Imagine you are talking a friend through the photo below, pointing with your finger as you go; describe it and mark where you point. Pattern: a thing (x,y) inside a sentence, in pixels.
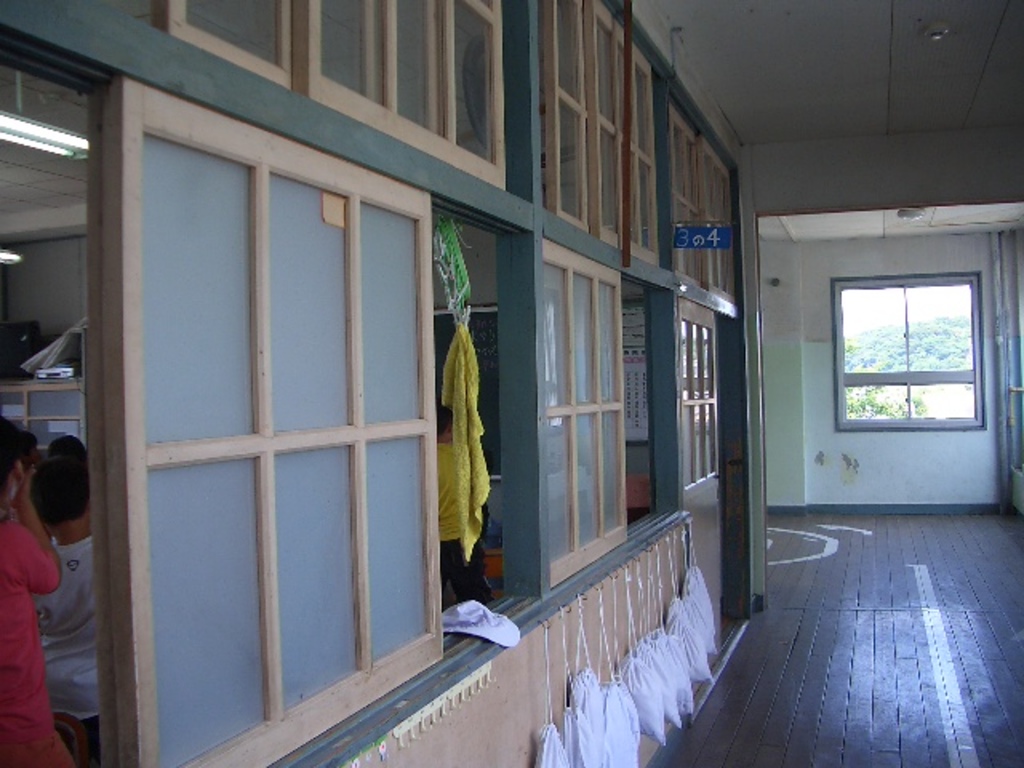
In this picture I can see inside of the building (321,386), in which we can see some people (40,517) are in a room (638,305), windows (618,388) to the wall (723,410) and also we can see some white bags (643,701) hanged to the wall (589,646).
